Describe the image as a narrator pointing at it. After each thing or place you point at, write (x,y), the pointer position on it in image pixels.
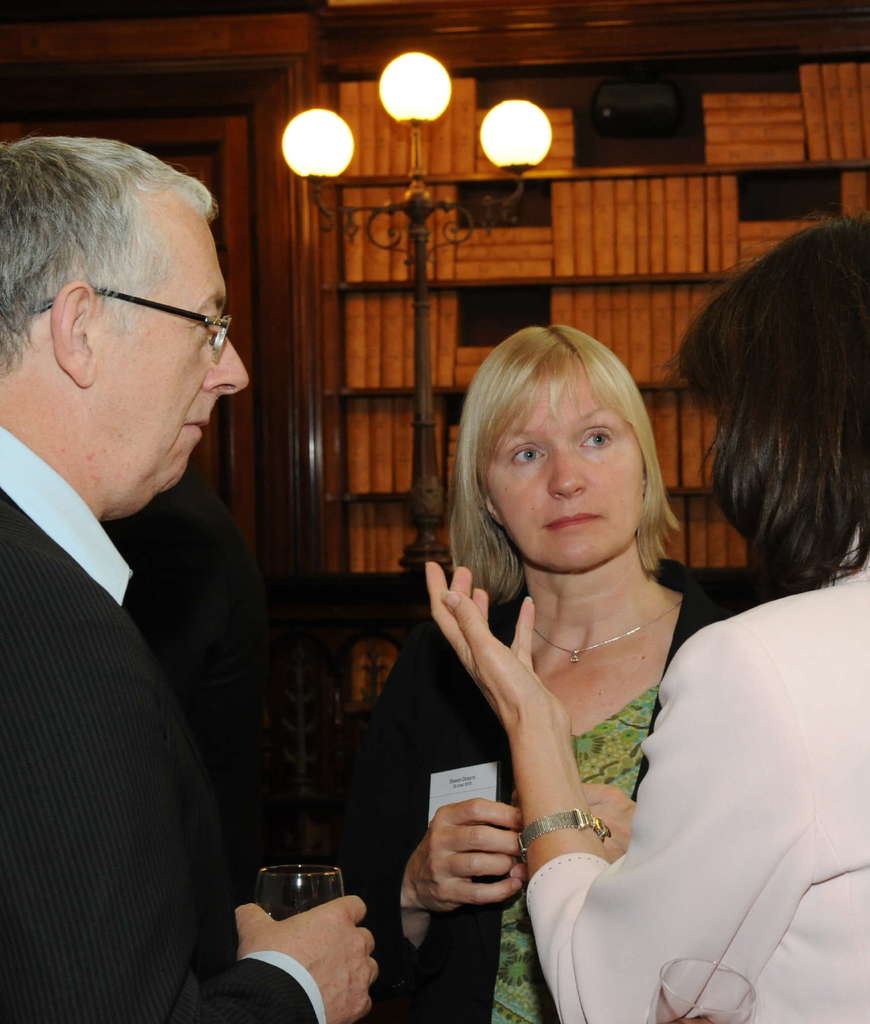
In this picture we can observe three members (560,501). Two of them are women (512,808) and the other is a man (145,741). He is wearing spectacles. We can observe three lamps (424,116) fixed to the pole (422,216). In the background (453,234) we can observe a shelf (444,195) in which books (393,341) are placed.
